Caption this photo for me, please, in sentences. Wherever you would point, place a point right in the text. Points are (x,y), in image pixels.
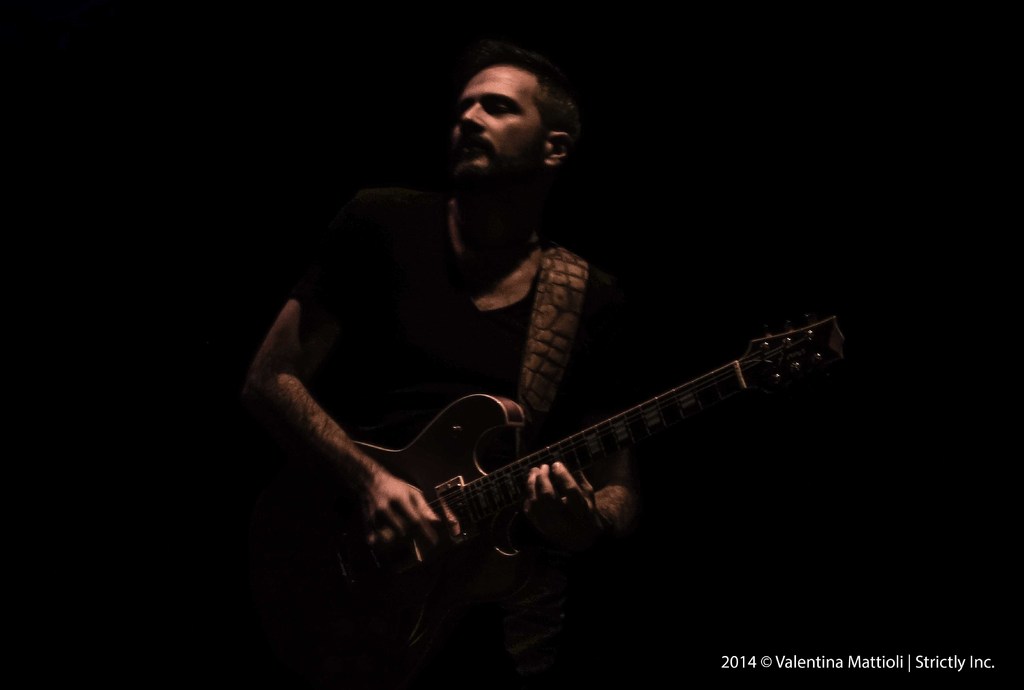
This picture is completely dark, we can see a man (618,339) playing a guitar (433,538).
